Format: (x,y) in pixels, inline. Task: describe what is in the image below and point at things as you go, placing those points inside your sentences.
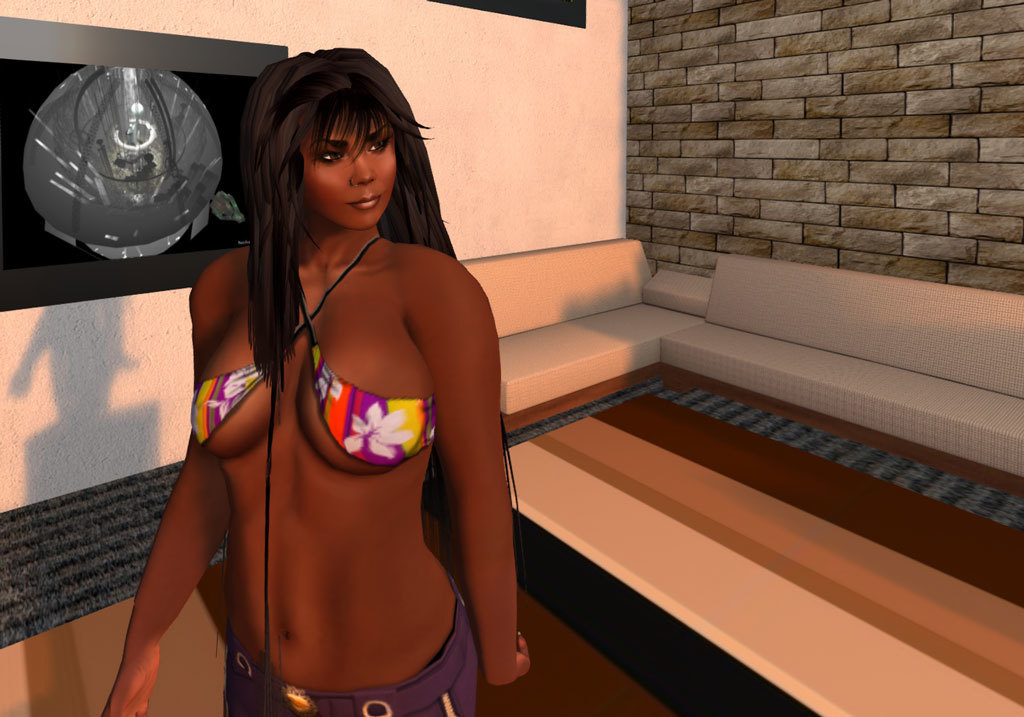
In this picture we can see an animated image, here we can see a woman (447,589) and in the background (518,404) we can see a wall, screen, sofas (527,394) and some objects (874,531).
